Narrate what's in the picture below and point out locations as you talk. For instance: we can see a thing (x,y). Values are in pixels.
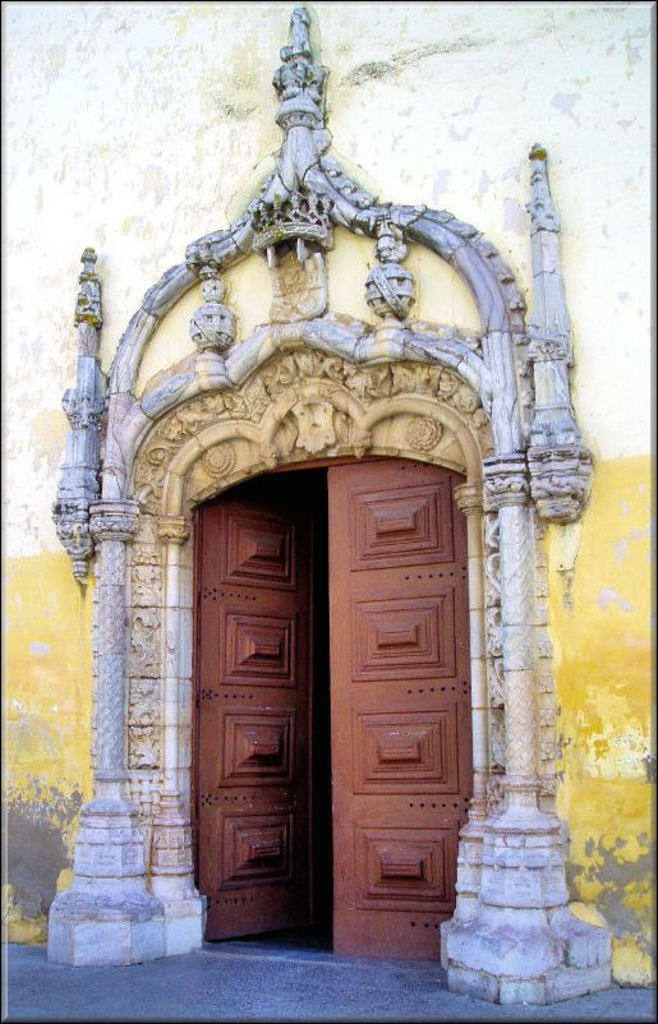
In this picture we can see the building (288,214). At the bottom (271,691) there is a door (291,711).
